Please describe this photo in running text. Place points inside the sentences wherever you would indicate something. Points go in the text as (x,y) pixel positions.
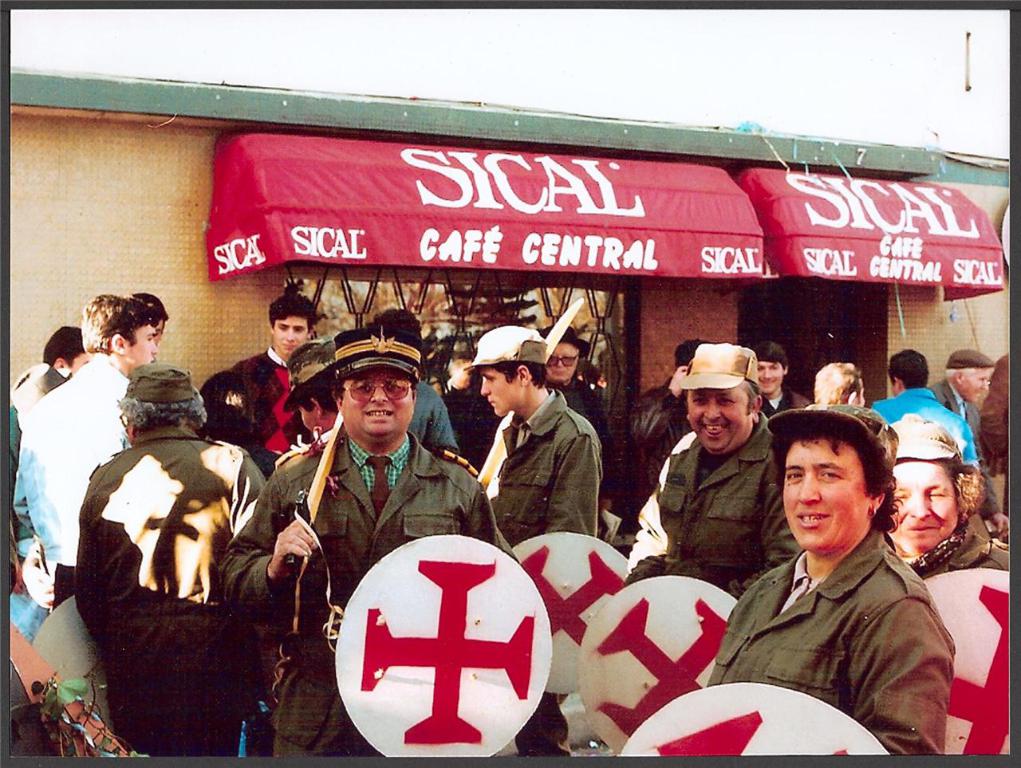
In the foreground of the picture (818,423) there are people (699,574) holding shields (535,593) and swords (316,479). In the center of the picture (578,369) there are people (282,361) standing near a cafe (377,302). At the top (414,204) there are banners (450,201) and a building (715,130).
